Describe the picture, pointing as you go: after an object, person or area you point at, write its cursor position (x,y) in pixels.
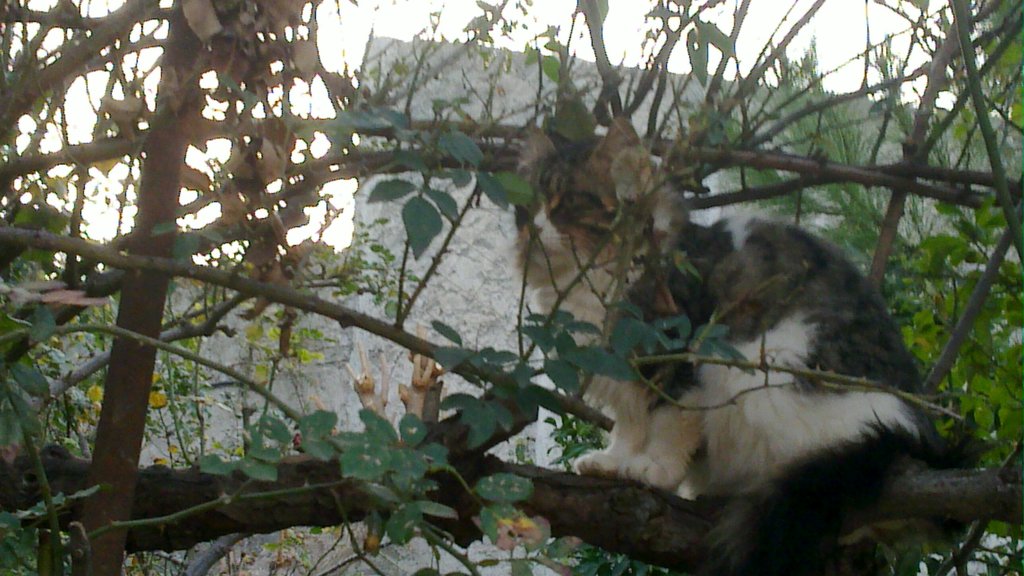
In this image there is a tree (829,375). A cat (829,311) is sitting on the tree (519,188). There is a wall (491,251). There is a sky (115,177).
